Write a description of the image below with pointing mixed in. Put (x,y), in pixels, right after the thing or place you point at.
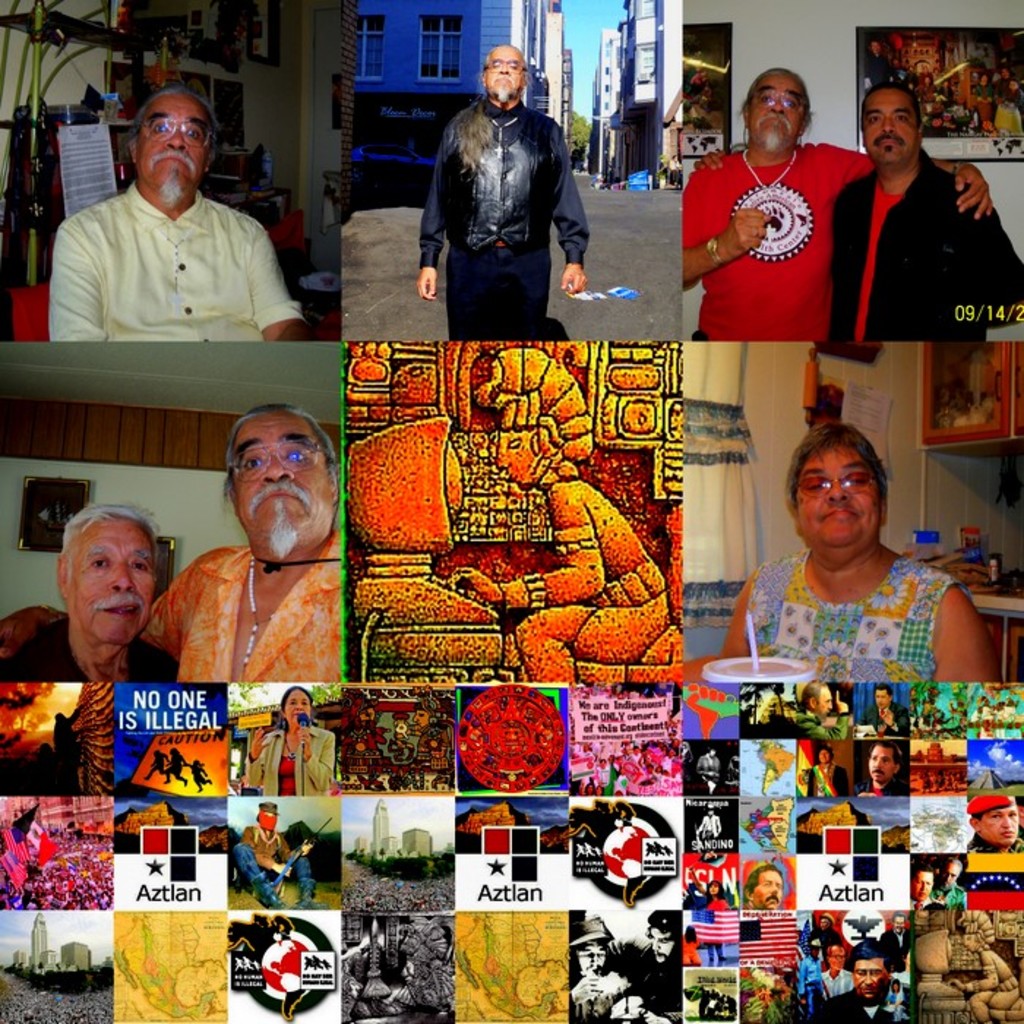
In this picture I can see collage of nine images. In some of the images I can see humans (130,243). In one picture I can see a carving (570,493) on the wall (554,534). In some pictures there are few logos (654,843).
